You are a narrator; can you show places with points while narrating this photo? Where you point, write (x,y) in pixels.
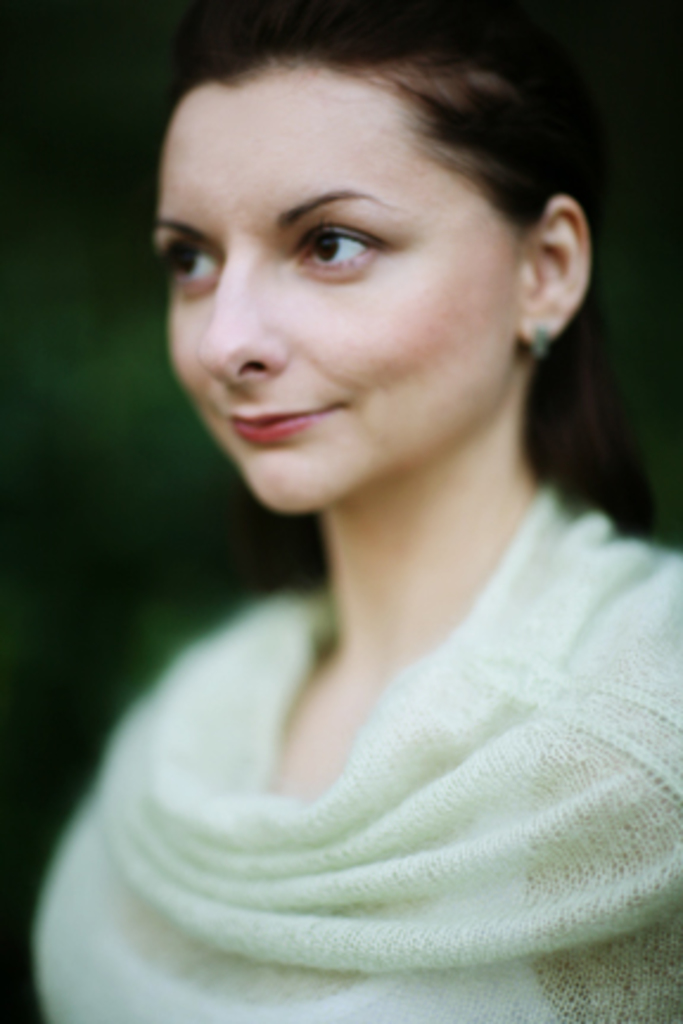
It is a picture of a smiling woman (267,430). The background (89,551) is blurred in green color.
